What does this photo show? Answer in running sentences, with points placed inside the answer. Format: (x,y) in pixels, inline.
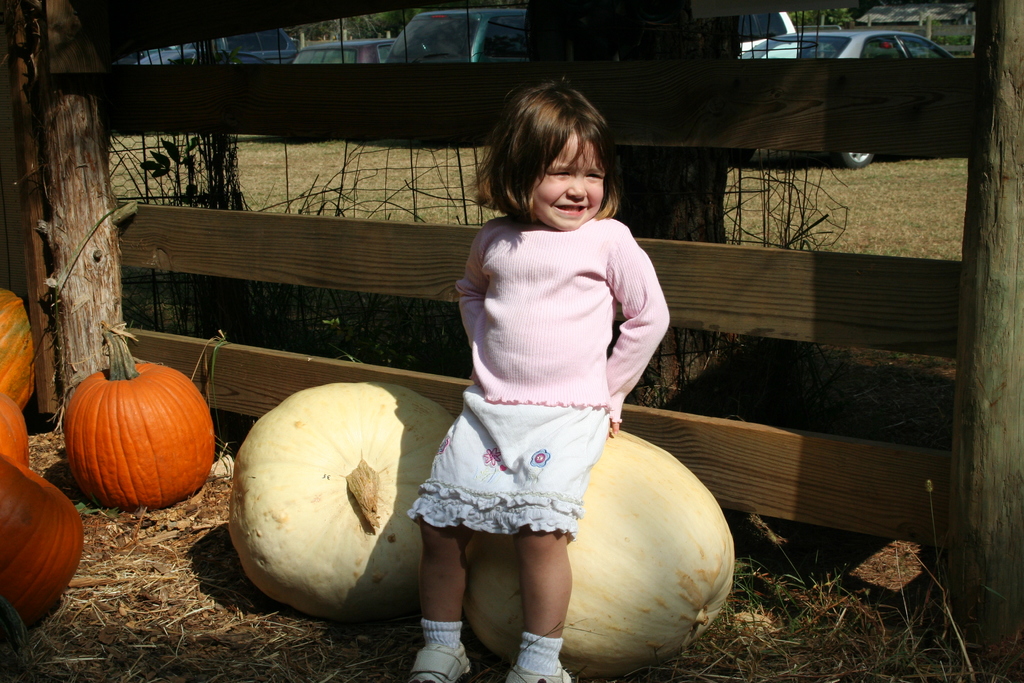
In this image there are pumpkins (181,453) on the ground (128,609). In the center (520,433) there is a girl (542,483) leaning against a pumpkin (596,476). Behind her there is a wooden fence (283,134). Behind the fence (409,81) there are cars (454,48) parked on the ground (261,163). There is grass (839,196) on the ground (139,156). There is a tree trunk (646,146) in the image.
